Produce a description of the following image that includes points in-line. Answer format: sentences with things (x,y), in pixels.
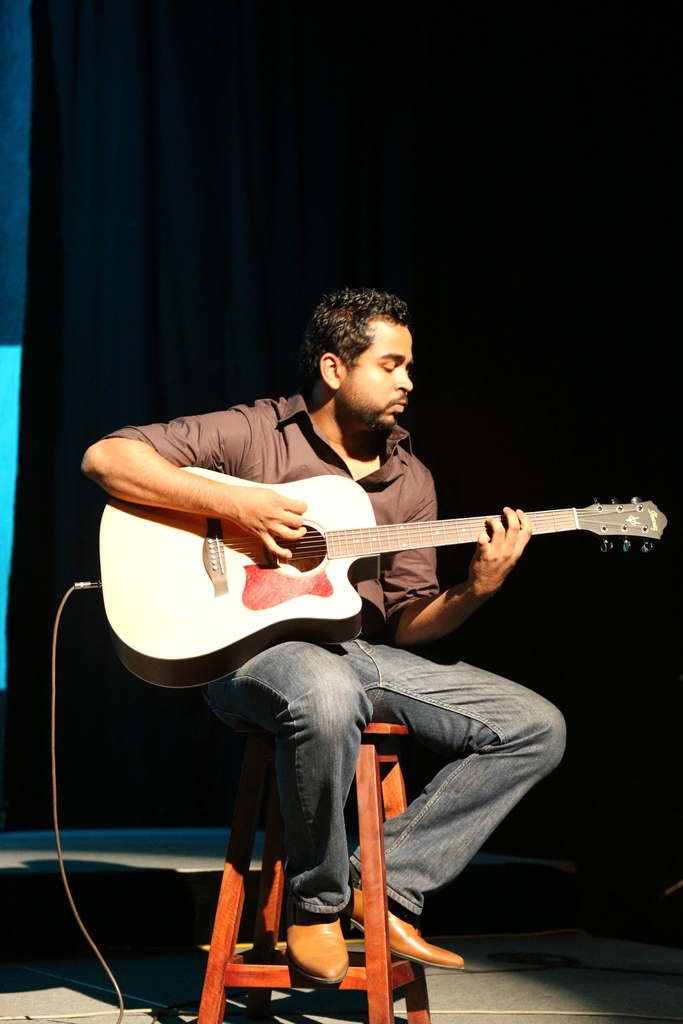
The picture is taken on a stage (611,952). In the center of the picture (346,650) there is a man (296,649) sitting on a stool (365,830) and playing guitar (316,503). In the background (207,124) there is a black curtain (482,194). In the foreground (122,1004) there is a cable (561,1013).
